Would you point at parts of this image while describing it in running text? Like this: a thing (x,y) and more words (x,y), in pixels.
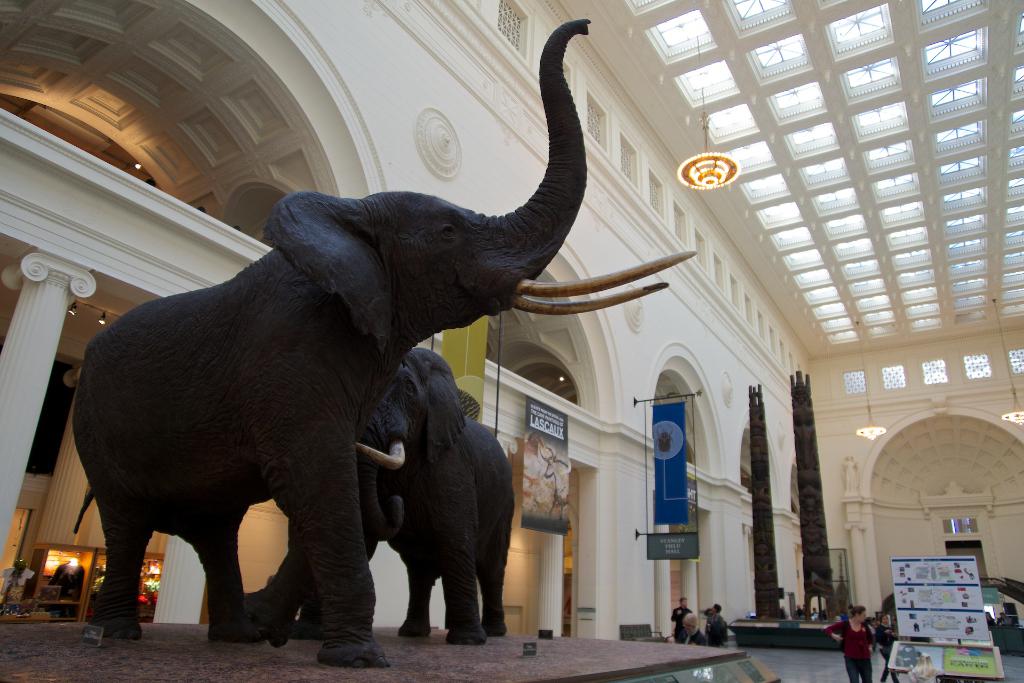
In this image in the center (346,454) there are statues of the elephants (380,422), there are persons (855,665) standing and walking, there are boards (970,626) with some text (923,640) written on it, there are pillars (30,389). In the background (806,449) there are persons (721,611), there are objects (820,554) which are black in colour. At the top (705,146) there is a chandelier (706,149) and there is a wall (888,510). In the center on the left side (148,585) there are lights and there is glass (65,565).
